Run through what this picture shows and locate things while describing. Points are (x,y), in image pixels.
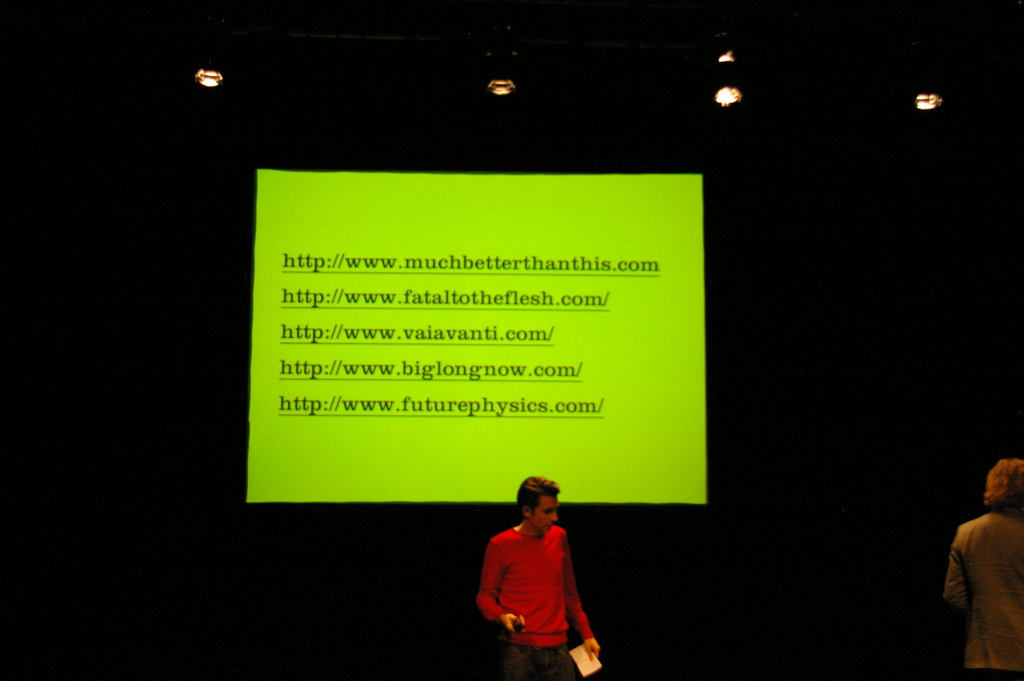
In this image we can see a man (520,533) is standing, he is wearing the red color shirt (562,610), and holding a paper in the hands (586,647), here is something matter (492,330) written on it, here is the light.
